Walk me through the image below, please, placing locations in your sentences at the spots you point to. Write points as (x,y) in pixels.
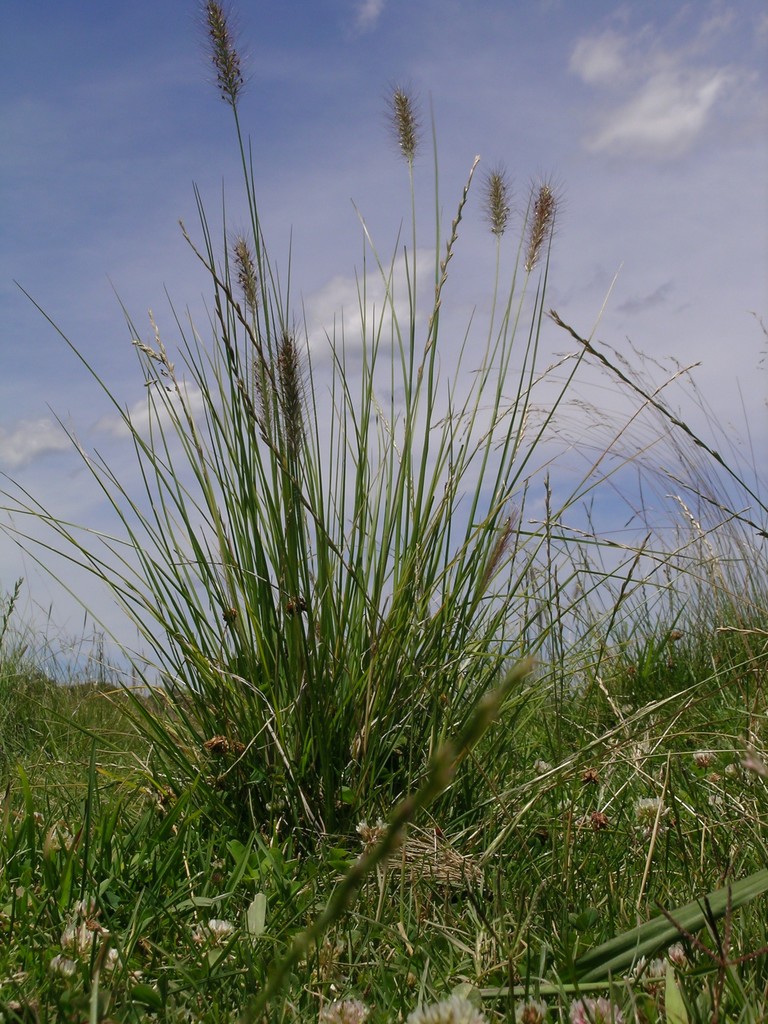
In this picture we can see grass (317,775) at the bottom (259,712), there is the sky (579,233) at the top of the picture (474,94).
